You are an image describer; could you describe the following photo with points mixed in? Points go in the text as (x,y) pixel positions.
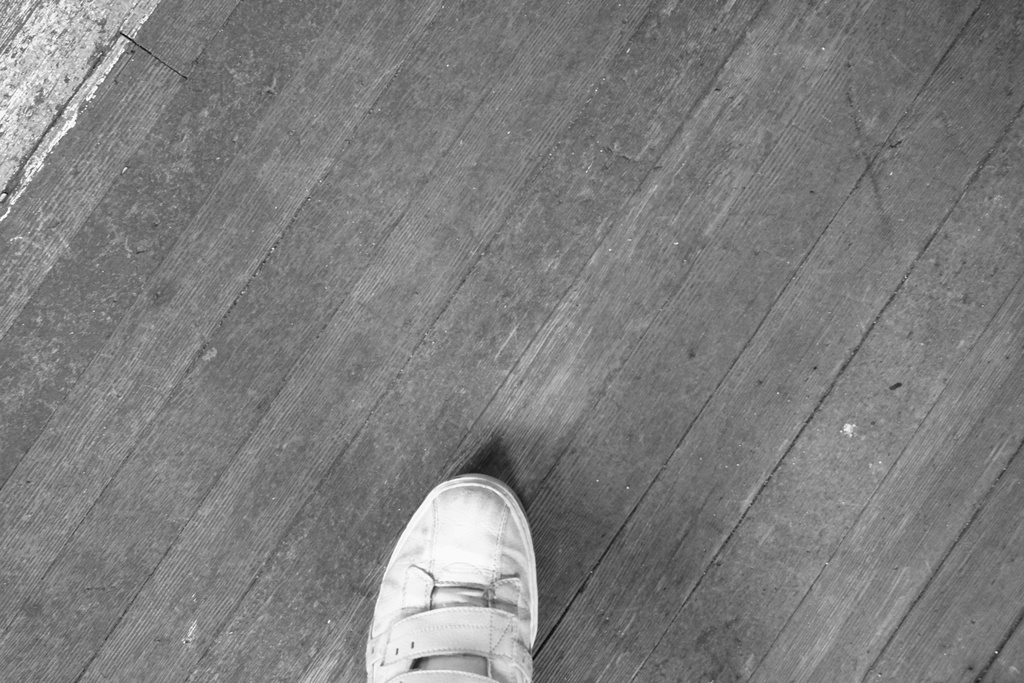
This is a black and white image, on the bottom (440,624), there is a shoe (499,536) on a wooden surface (557,112).
